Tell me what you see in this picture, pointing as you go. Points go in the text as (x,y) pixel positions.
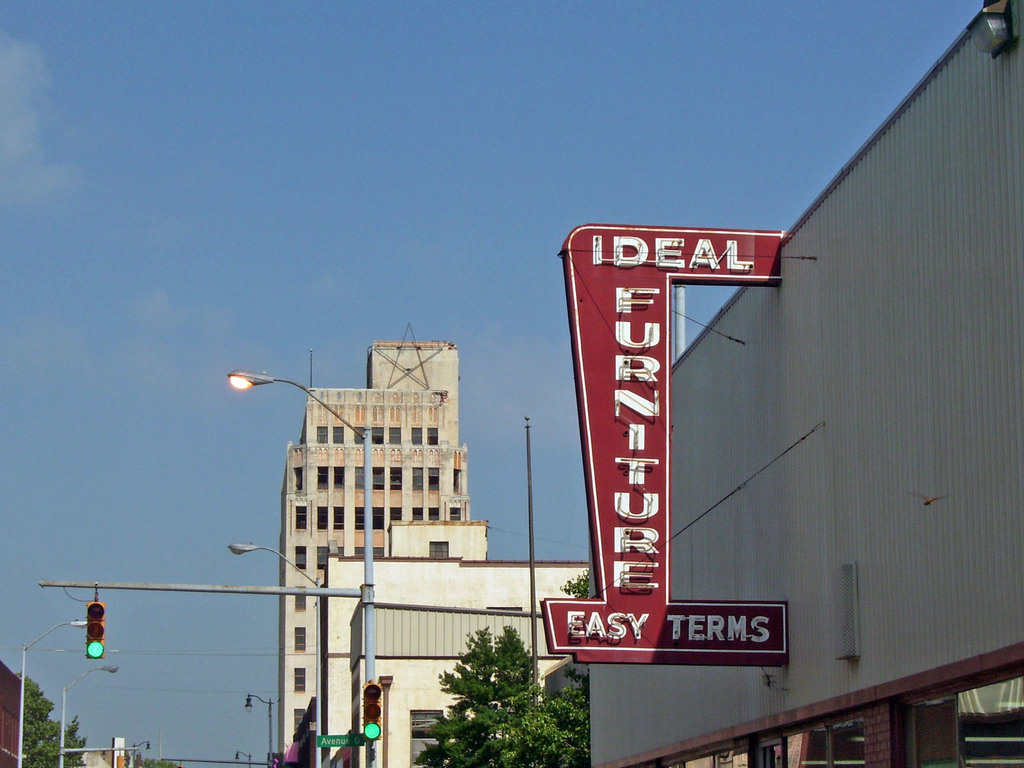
In this picture we can see traffic signals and street lights (65,623) on the poles (197,584). We can see trees (500,719), buildings (289,733) and the text (326,743) on the boards (638,434). There are other objects (292,753) and the sky (551,424).
